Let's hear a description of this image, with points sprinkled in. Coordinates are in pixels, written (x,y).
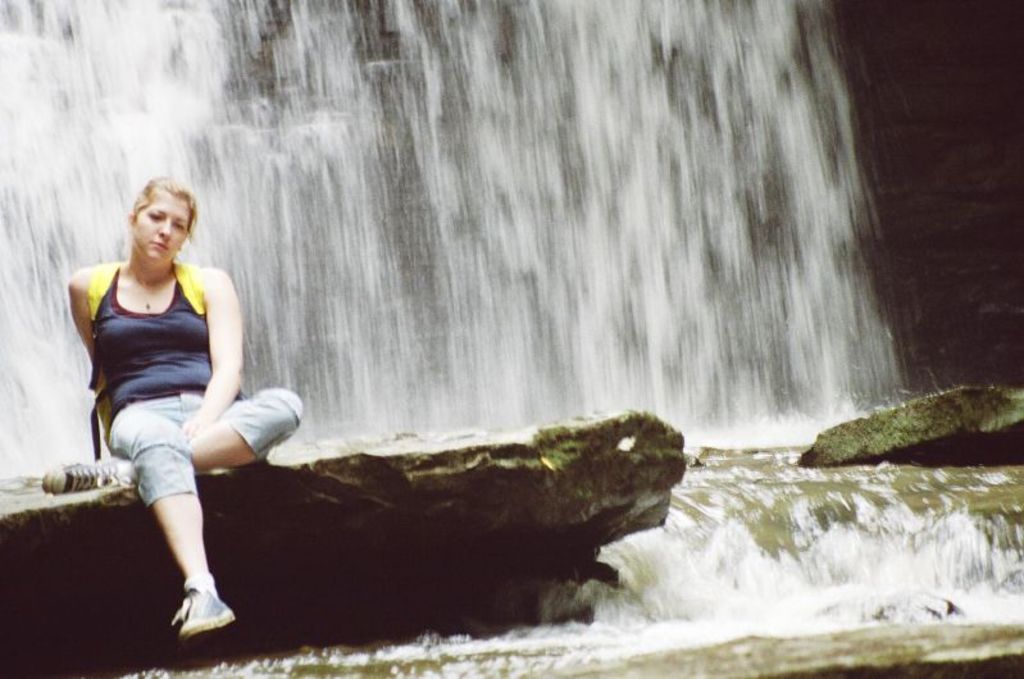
In this picture I can see there is a woman (149,415) sitting on the rock (346,532) and in the backdrop (246,174) there is a water fall (488,296) and there is water (689,626) flowing here.
